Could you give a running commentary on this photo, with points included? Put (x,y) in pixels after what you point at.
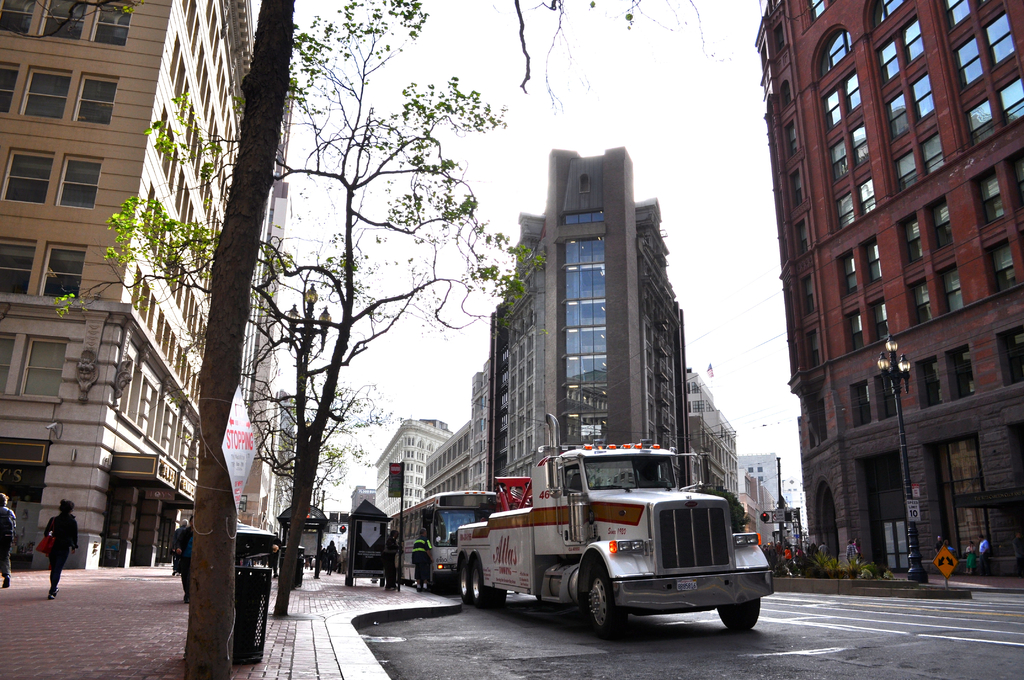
Here we can see buildings (544,341), windows (928,360), light poles (308,297), trees (241,320), bin (265,612), signboards (400,467), people (1,529) and plants (816,560). Vehicles (598,555) are on the road (522,631).
